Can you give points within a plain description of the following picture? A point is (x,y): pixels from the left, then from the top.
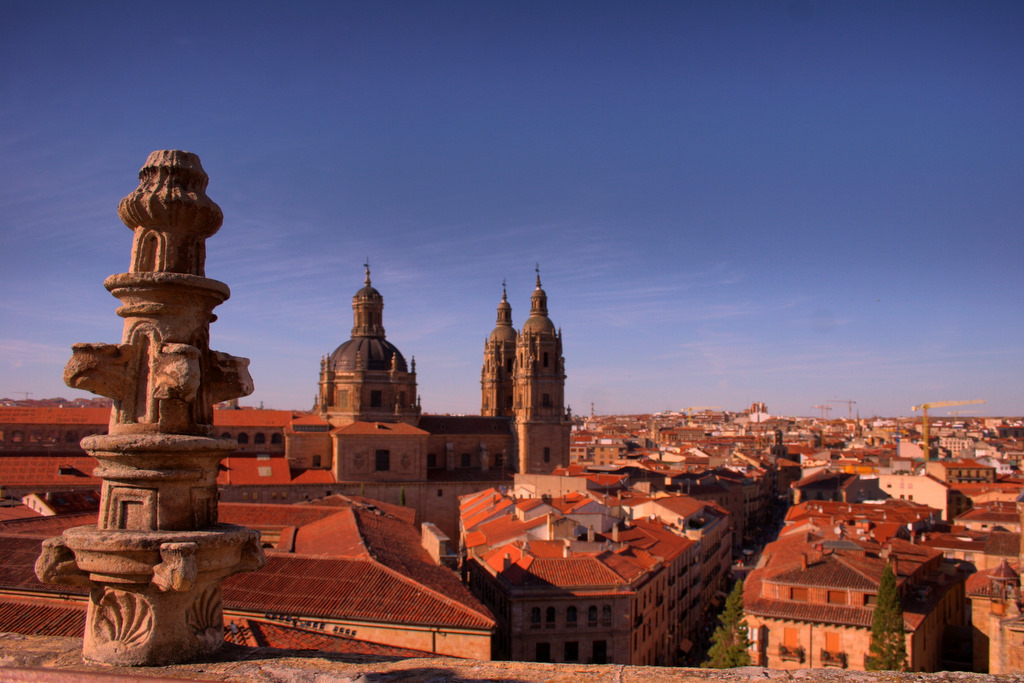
On the left (179,477) there is a tower (190,633) on a platform (320,664). In the background (634,442) there are buildings (692,508), houses (827,534), windows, trees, poles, roofs (302,559), cranes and clouds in the sky (320,334).
